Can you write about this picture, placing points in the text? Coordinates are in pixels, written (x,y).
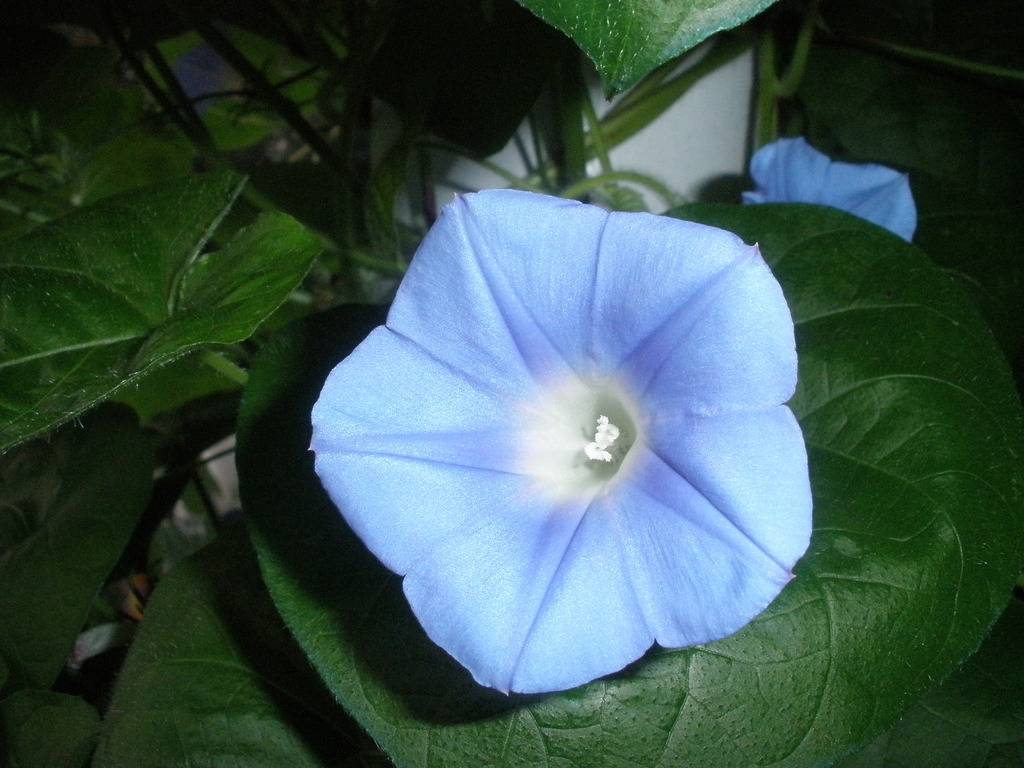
In the picture we can see a plant (413,537) with leaves (654,741) and on the leaf (654,741) we can see a flower (675,522) which is blue in color.
